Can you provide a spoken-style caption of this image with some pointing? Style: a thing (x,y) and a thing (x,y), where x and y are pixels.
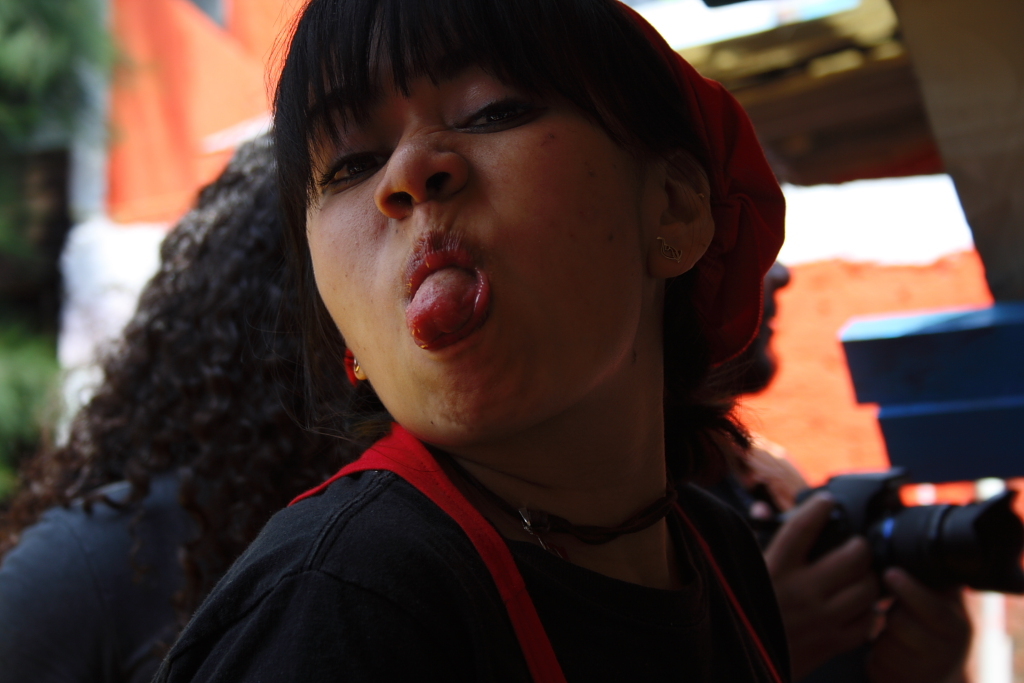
In this picture we can see there are three people (386,339) standing and a person (853,560) is holding a camera (836,505). Behind the people (247,432) there are some blurred objects (182,111).
